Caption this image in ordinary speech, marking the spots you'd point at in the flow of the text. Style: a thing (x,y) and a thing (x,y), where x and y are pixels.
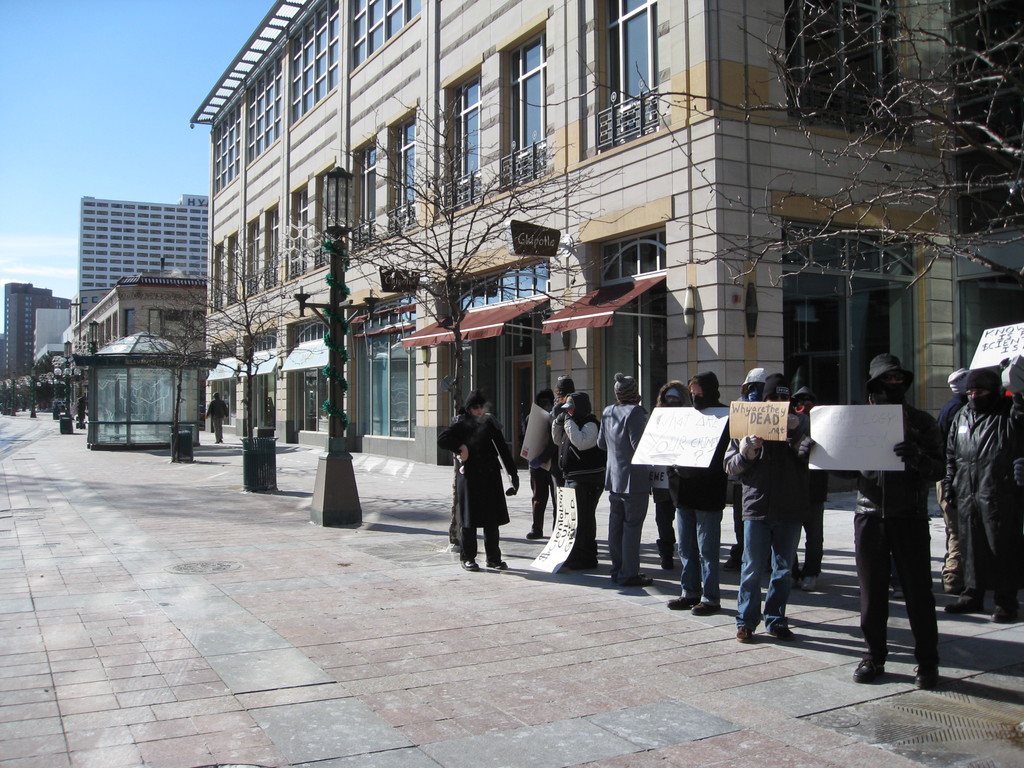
In this picture we can see some buildings (279,300) with windows (639,385) and doors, in front of the buildings (299,380) there are some trees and poles (335,480), we can see some people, among them some are holding banners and some text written on it.
